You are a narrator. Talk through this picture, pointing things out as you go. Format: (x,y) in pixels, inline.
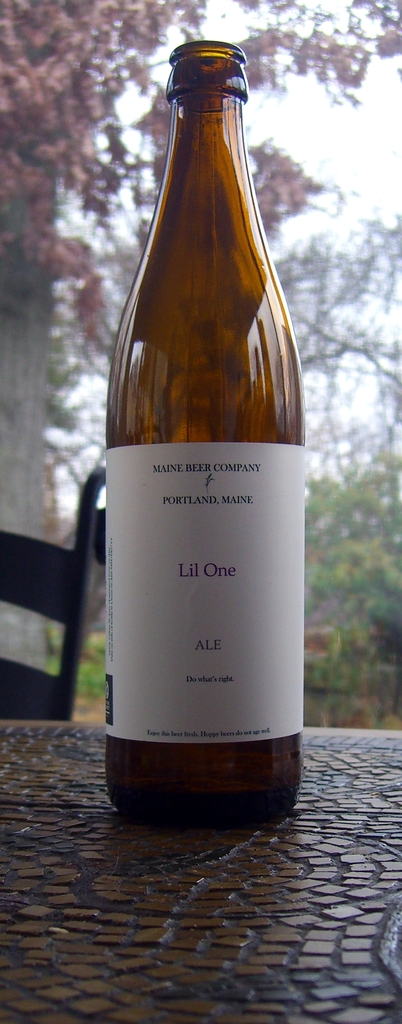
Here we can see a beer bottle (183,76) on the table (195,833), and here is the tree (149,42).
